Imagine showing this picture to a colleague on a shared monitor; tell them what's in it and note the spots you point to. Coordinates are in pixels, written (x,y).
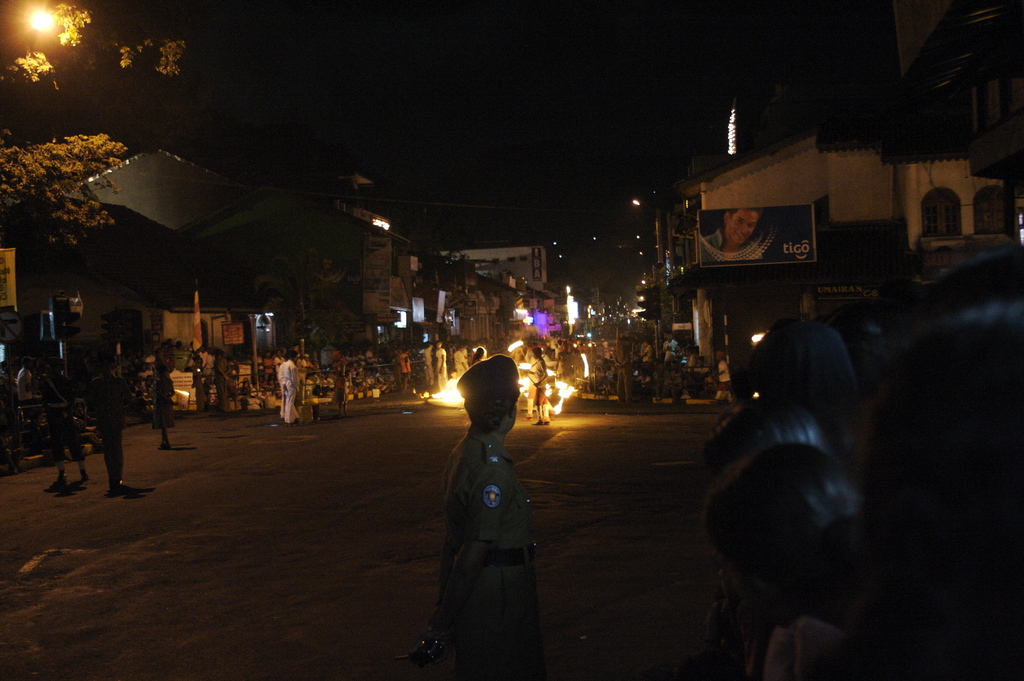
In this image we can see buildings (471,340), trees (41,166), light poles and we can also see people (839,354) standing on the road (313,526).
